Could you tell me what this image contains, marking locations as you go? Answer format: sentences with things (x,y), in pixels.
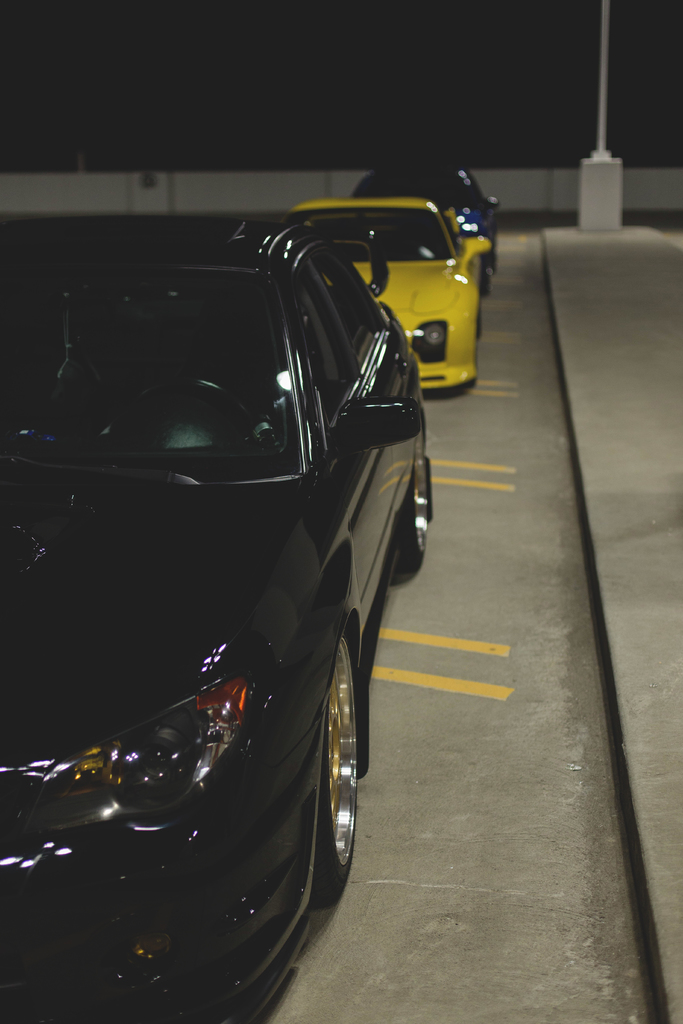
There are three cars (295,398) which are in black, yellow and blue color.
